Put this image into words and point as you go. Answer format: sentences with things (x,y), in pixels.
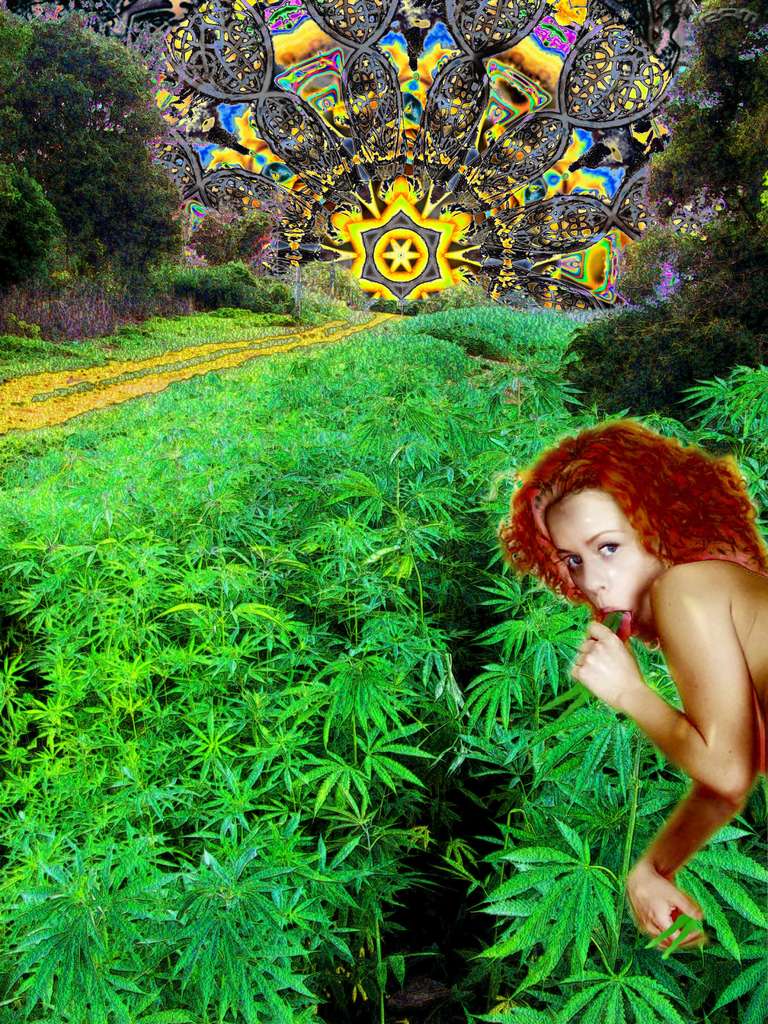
It is the animated image in which there is a girl (608,572) on the right side (649,584) who is eating something with the hand (620,668). Beside her there are green leaves (382,669). In the background (374,198) there are lights (445,135). On the left side (83,398) there is a path (69,404), Beside the path (172,376) there are trees (105,152).
